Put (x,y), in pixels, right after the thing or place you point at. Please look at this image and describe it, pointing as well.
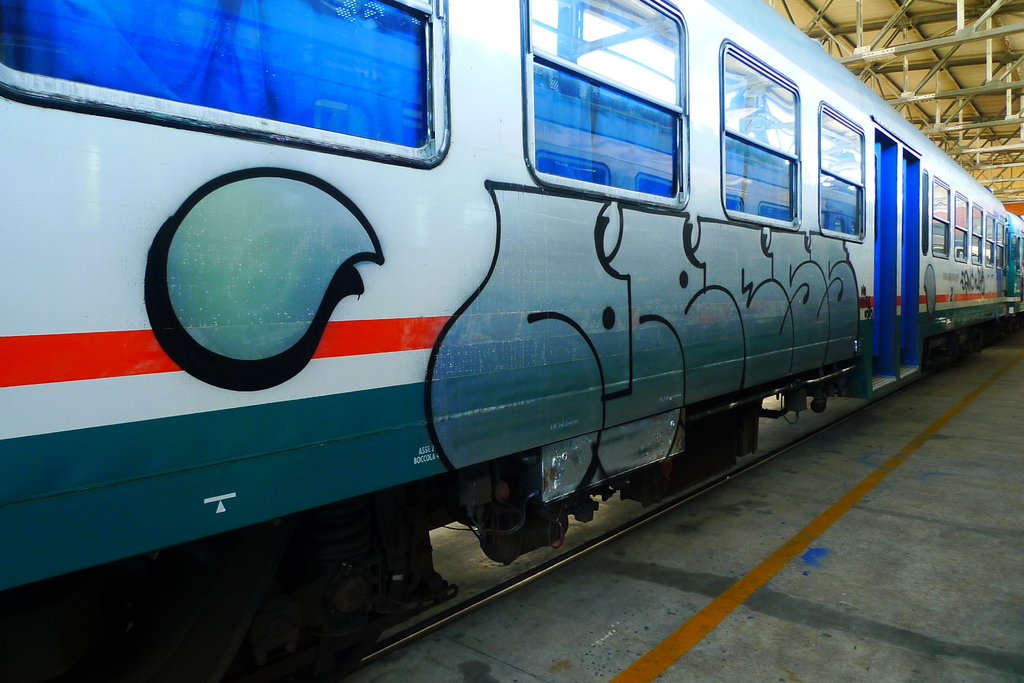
In the center of the image (426,312) we can see one train (545,282) on the track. And we can see some design (521,289) on the train (484,311). In the background (868,69) there is a roof (873,83) and a few other objects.
